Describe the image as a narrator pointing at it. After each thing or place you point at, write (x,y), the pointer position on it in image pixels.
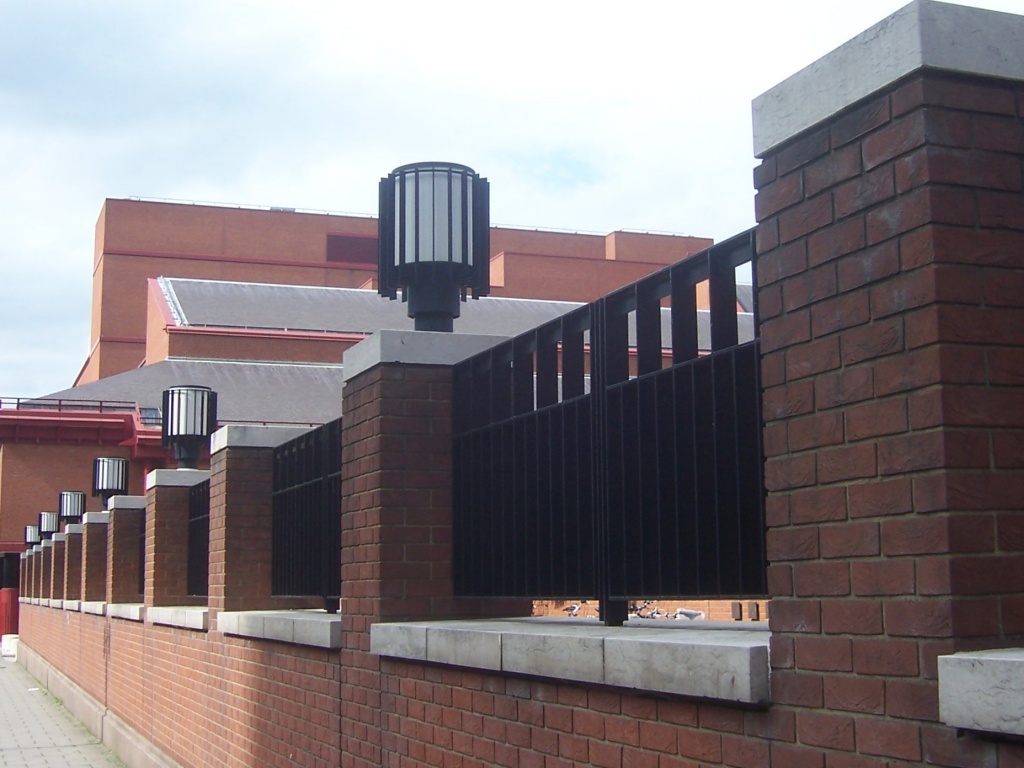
In this picture there is a pillar (987,117) on the right side of the image (793,372) and there are buildings (384,319) in the center of the image (640,263).
